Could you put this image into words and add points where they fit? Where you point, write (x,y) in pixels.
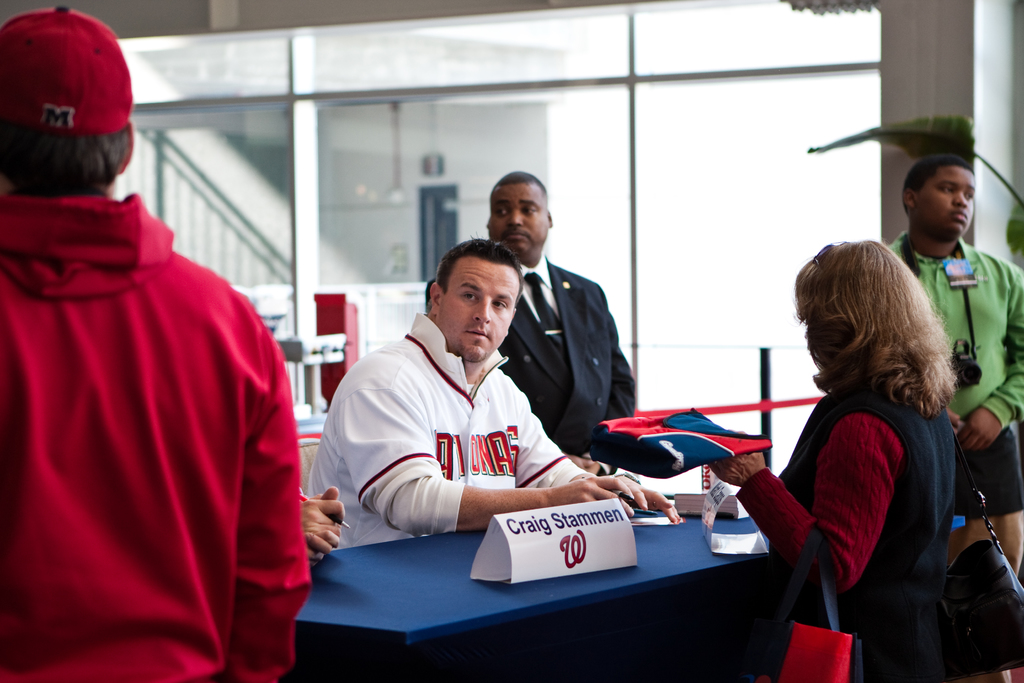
In the picture we can see some people (498,444) are sitting on the chair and near the table (712,640) on it we can see name board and a woman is holding something in the hand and wearing a hand bag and behind them we can see two men (996,453) are standing one is in blazer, tie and shirt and one man (992,347) is in green color dress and near to them we can see one more person (66,466) in the red dress (70,483) and a cap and in the background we can see a glass wall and from it we can see a house (226,187) with a door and a railing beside it.
